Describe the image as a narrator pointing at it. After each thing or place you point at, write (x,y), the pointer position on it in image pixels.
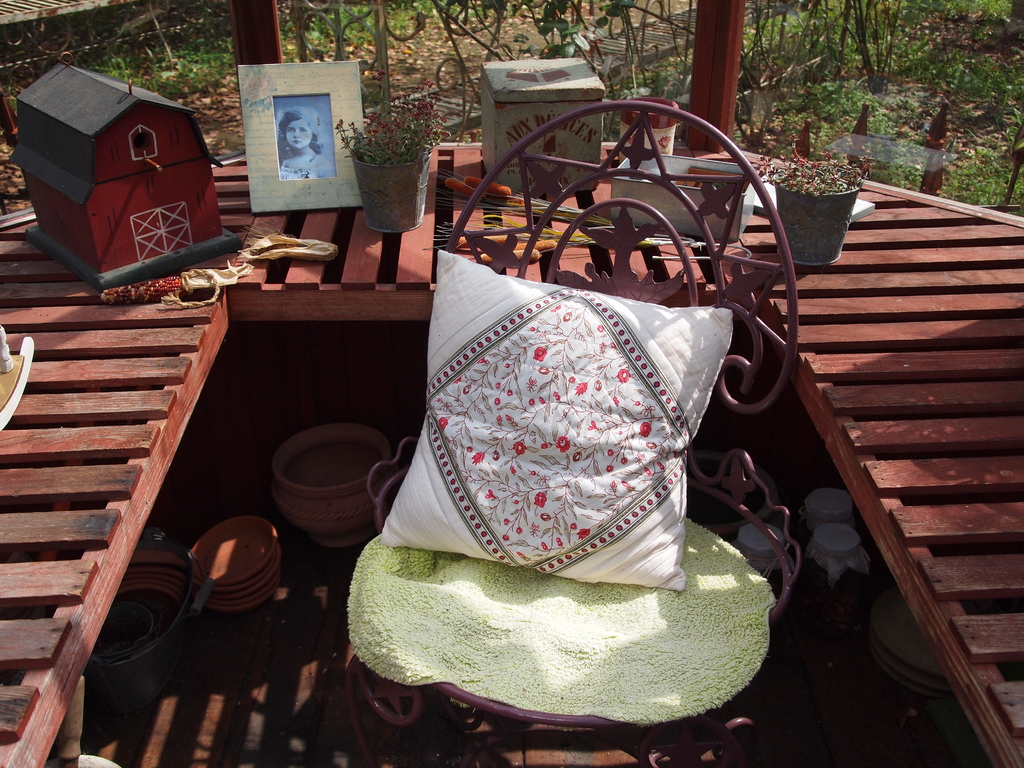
In the center of the image (503,261) we can see one table (155,480) and one chair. On the chair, we can see one pillow (543,512) and one cloth (560,638). On the table (211,307), we can see one photo frame (339,111), poles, glass (366,101), plant pot (818,233), plant (845,169), one mini wooden house (191,257), boxes (539,70) and a few other objects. Below the table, we can see pots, bowls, jars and a few other objects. Through glass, we can see plants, grass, dry leaves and a few other objects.
